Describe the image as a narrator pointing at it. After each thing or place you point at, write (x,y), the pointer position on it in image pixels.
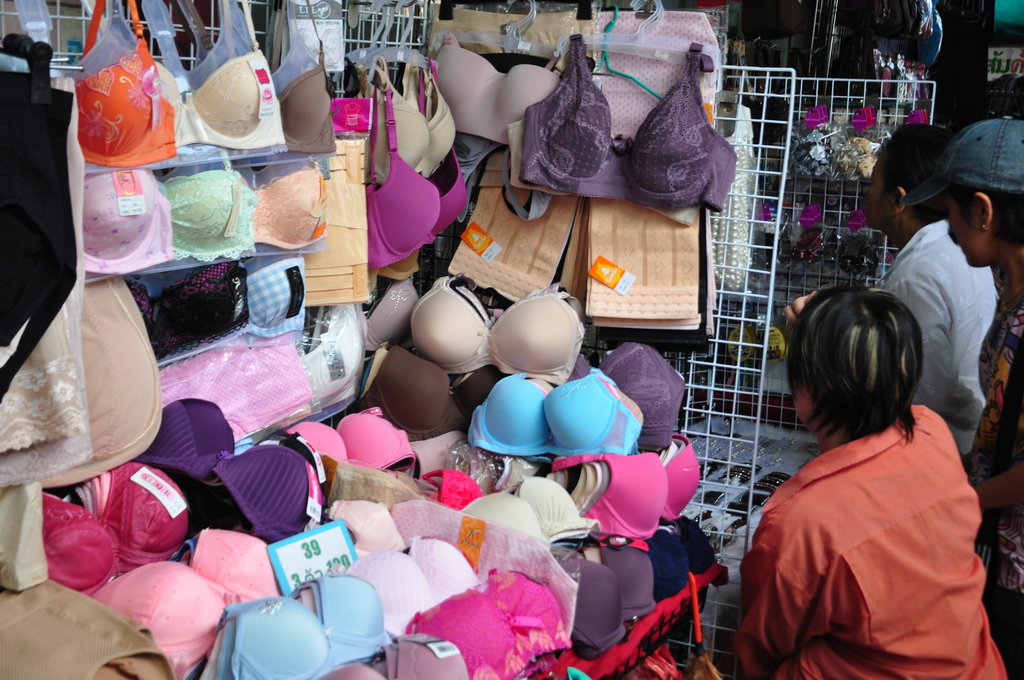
In the picture I can see few inner wears (359,278) in the left corner (222,404) and there are few persons (948,334) standing in the right corner (916,306) and there are some other objects (906,63) in the background (883,53).
